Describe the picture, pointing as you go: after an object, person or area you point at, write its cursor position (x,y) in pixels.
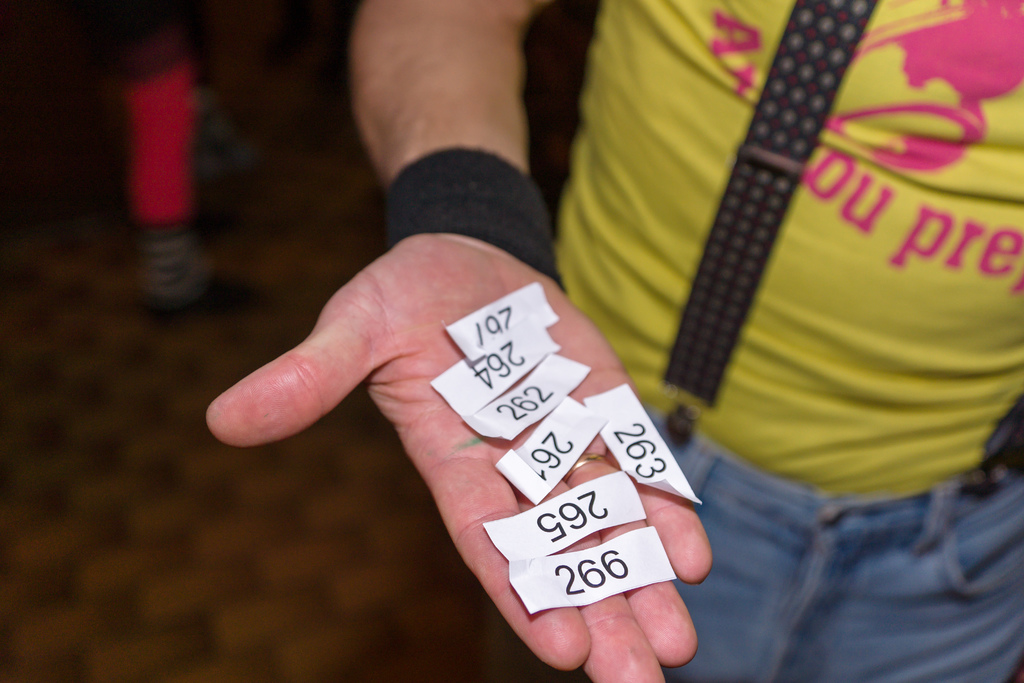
On the right side of this image (784,489) there is a man (748,373) standing. In his hand (448,300), I can see few papers (536,493). On the papers (560,459), I can see the numbers (525,396). At the bottom (184,621) I can see the floor (163,621). On the left side (158,226), I can see a person's leg (158,181).
